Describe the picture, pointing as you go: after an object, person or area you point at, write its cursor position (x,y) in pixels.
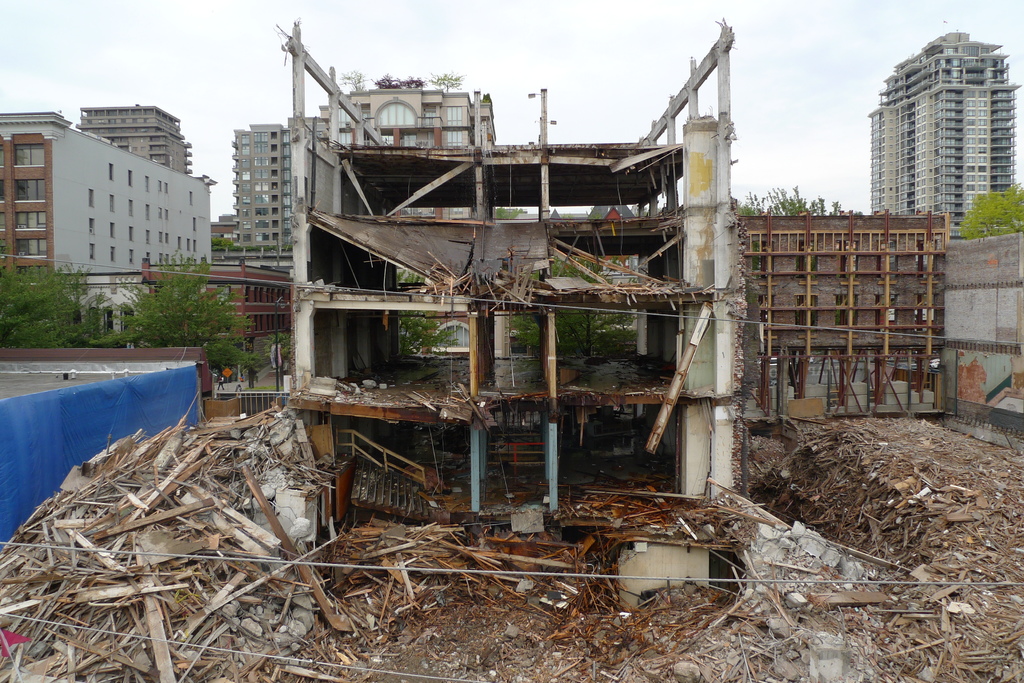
Here we can see wires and construction building (358,363). Background (703,19) we can see trees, buildings (259,343) and sky (869,85).
